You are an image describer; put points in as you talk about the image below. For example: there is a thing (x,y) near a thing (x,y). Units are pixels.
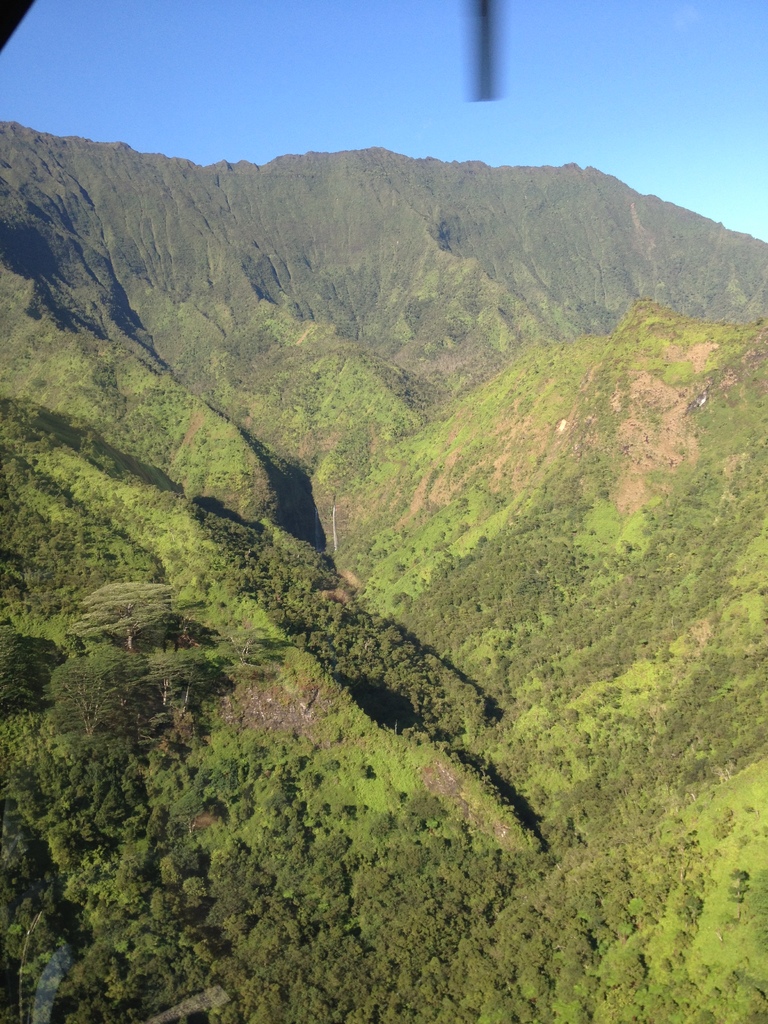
In this picture there are mountains (507,383) and there are trees (716,720) on the mountains (525,849). At the top (343,56) there is sky (378,32).
